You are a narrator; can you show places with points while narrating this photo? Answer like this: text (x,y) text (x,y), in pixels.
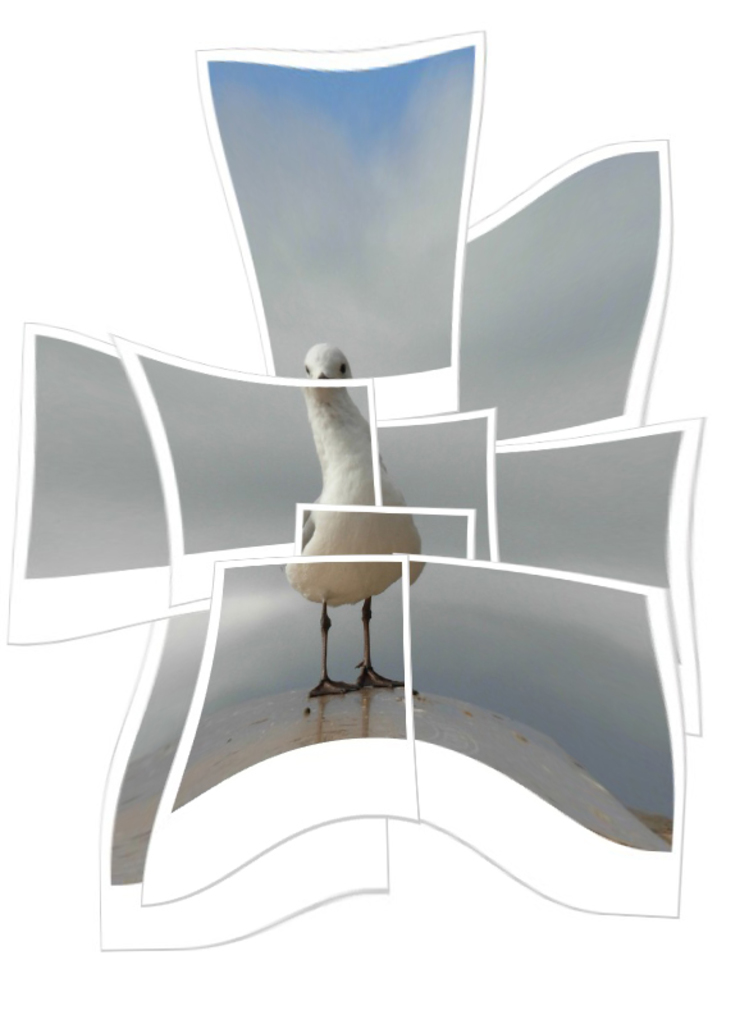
This image looks like it is edited. In which, we can see a bird (372,671) in white color. It is standing on the ground (525,768). In the background (408,282), we can see the sky (428,626).
